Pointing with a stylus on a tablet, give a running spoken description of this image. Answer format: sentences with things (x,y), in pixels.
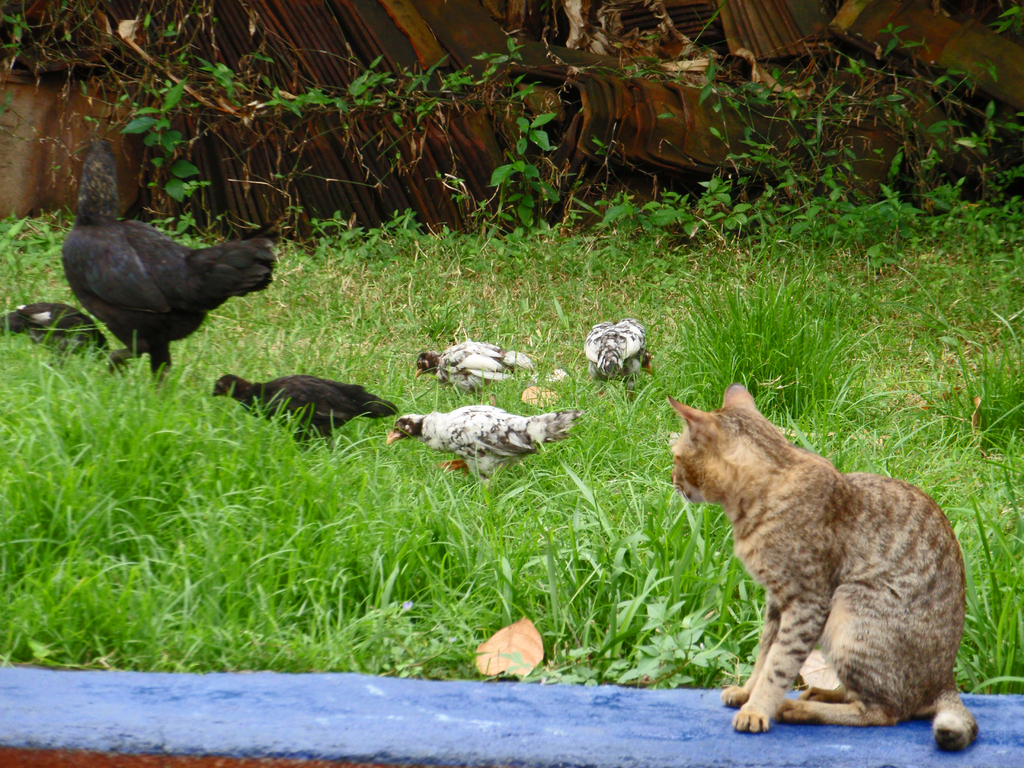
In this image, I can see a cat (847,581) sitting on the wall (405,715). This is the grass (249,528). I can see a flock of hens (354,406). I think these are the plants (422,98).
